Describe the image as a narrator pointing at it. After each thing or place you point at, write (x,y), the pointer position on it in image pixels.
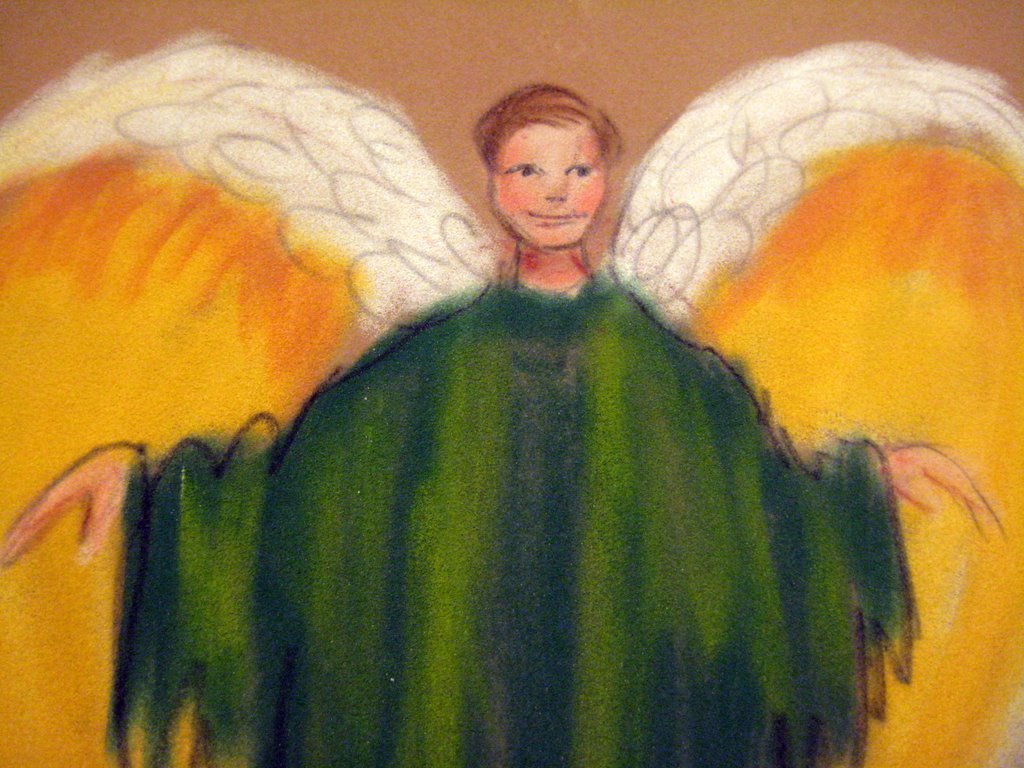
This is a painting in this image in the center (425,334) there is one person (487,507).
